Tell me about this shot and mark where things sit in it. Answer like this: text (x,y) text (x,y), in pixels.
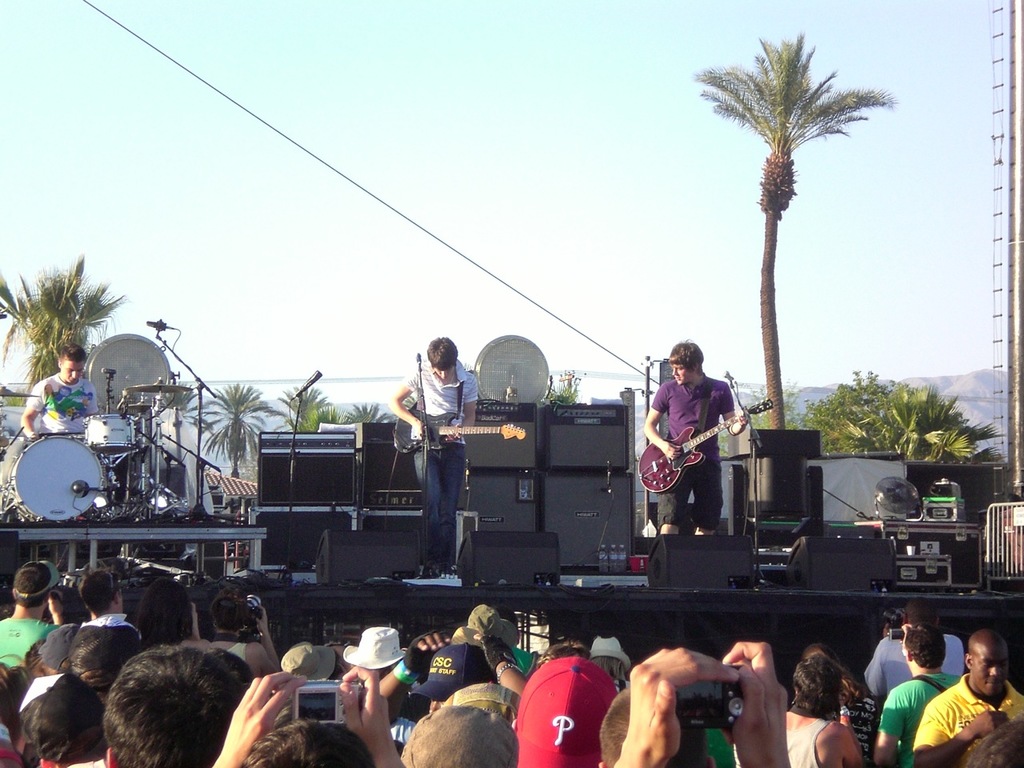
In this image there are group of persons (258,667) in the front (262,691) standing. In the center (435,455) there are musicians (77,419) performing on the stage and there are musical instruments (157,474) on the stage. In the background (49,321) there are trees (856,413). In the front (327,734) there are persons (632,737) holding camera (317,717).
